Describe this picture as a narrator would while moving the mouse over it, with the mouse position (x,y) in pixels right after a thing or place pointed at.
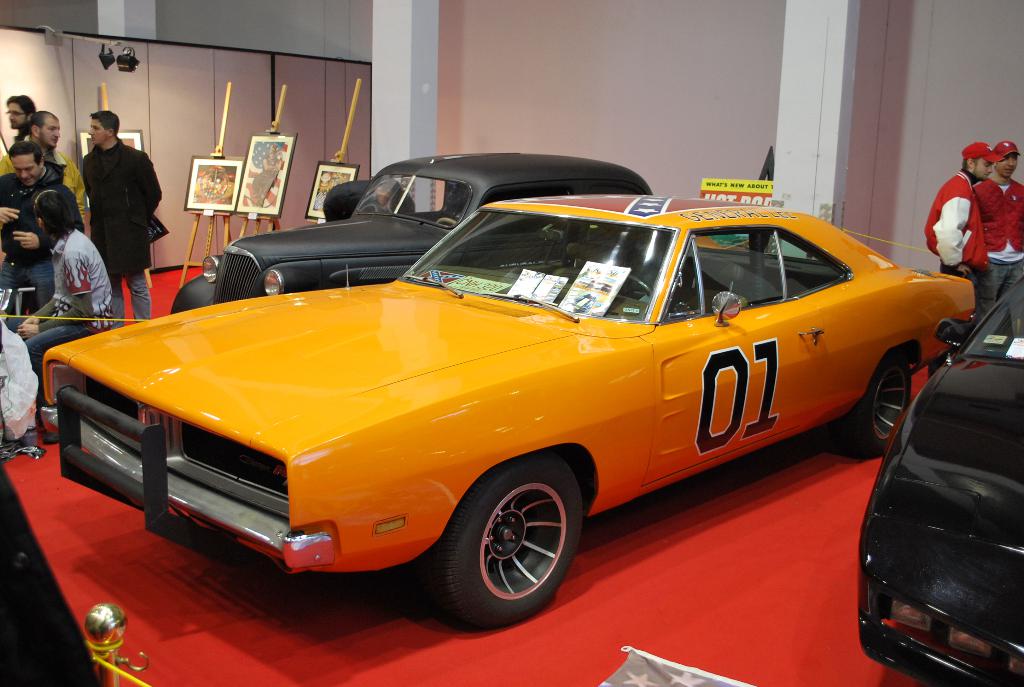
In this image I can see few vehicles (671,419) on the red color surface (673,580). I can see few people (82,212), lights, wall (68,118) and few boards (198,186) on the stands (345,153).
